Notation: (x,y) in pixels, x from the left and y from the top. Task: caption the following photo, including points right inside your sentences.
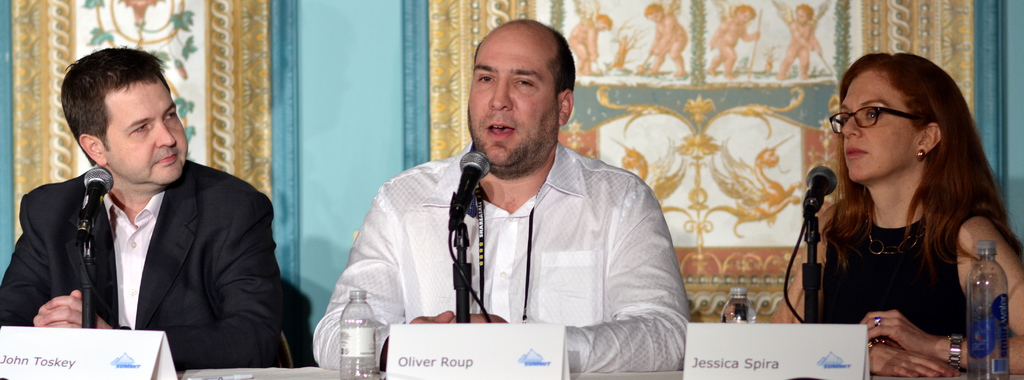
There are three persons (903,205) sitting and we can see name boards (82,346), bottles (372,365), microphones (87,319) and objects (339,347) on table (195,373). On the background (492,21) we can see wall (220,6).
